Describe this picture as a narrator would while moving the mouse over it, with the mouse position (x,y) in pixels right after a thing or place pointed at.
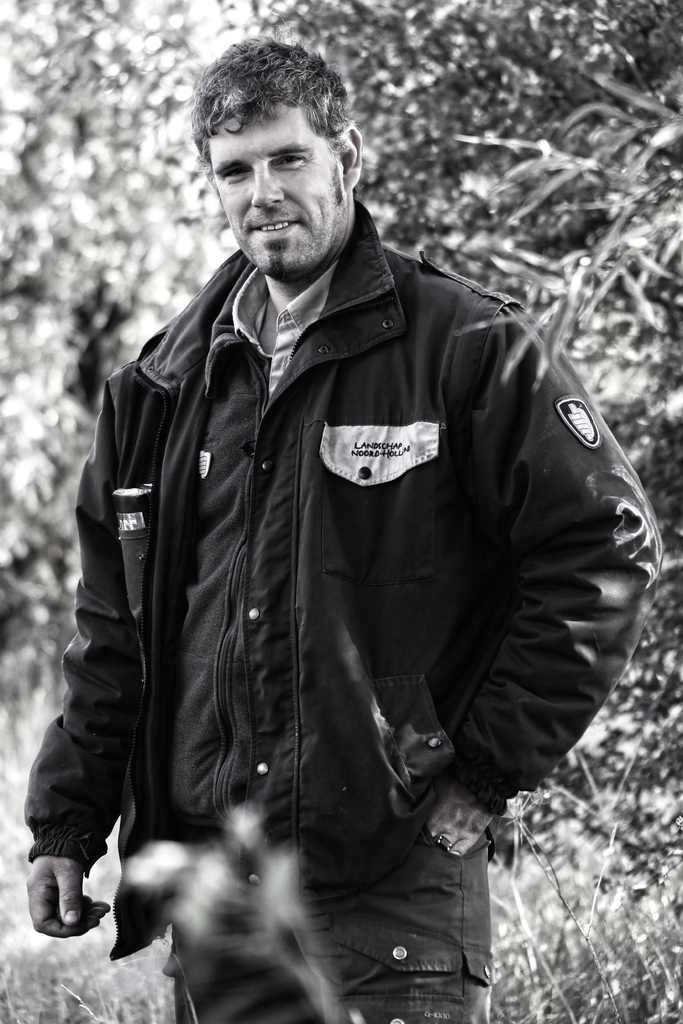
This picture is in black and white. In the center (386,615), there is a man (436,428) wearing a jacket (313,608) and a jeans (437,865). In the background (575,251) there are trees (566,347).
